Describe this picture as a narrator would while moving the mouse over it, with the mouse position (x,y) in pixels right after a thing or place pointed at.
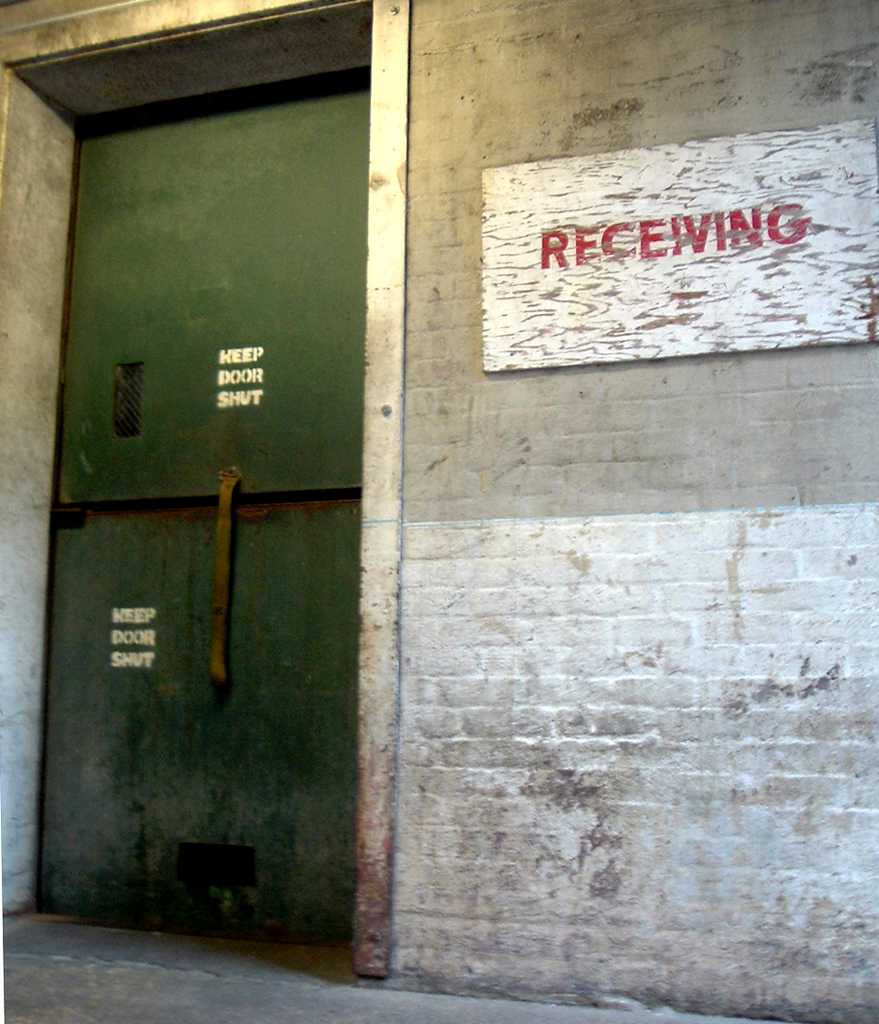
There is a door (166,481) on the left side of this image (147,454). We can see a board (638,275) with text (554,236) is attached to the wall (501,496) which is on the right side of this image (631,486).
